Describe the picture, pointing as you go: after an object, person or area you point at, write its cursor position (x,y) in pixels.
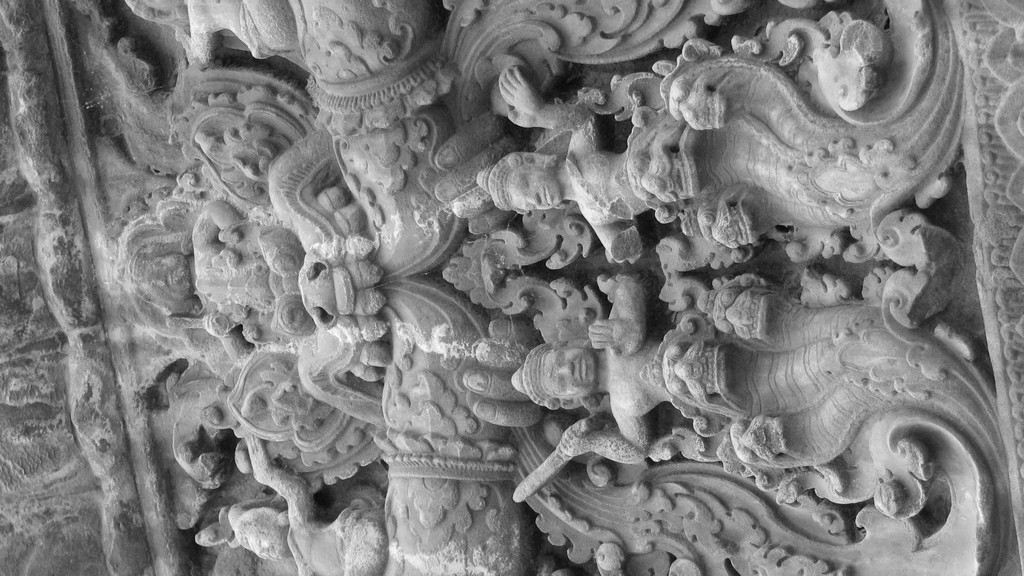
In this picture I can see sculptures (342,473).
